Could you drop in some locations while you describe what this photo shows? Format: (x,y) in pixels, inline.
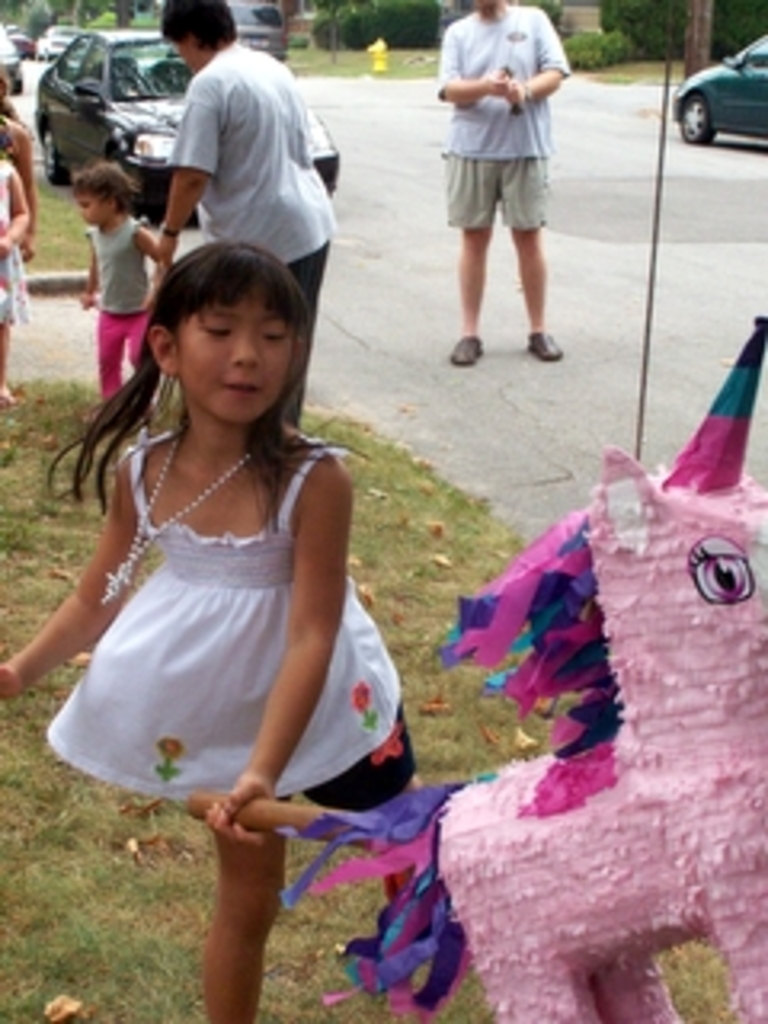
In this image we can see people (260,114) standing on the ground (311,55) and a child (402,753) is playing with the toy (548,764). In the background (699,27) there are motor vehicles (176,76) on the road (377,327), trees (689,29) and shrubs (619,41).
